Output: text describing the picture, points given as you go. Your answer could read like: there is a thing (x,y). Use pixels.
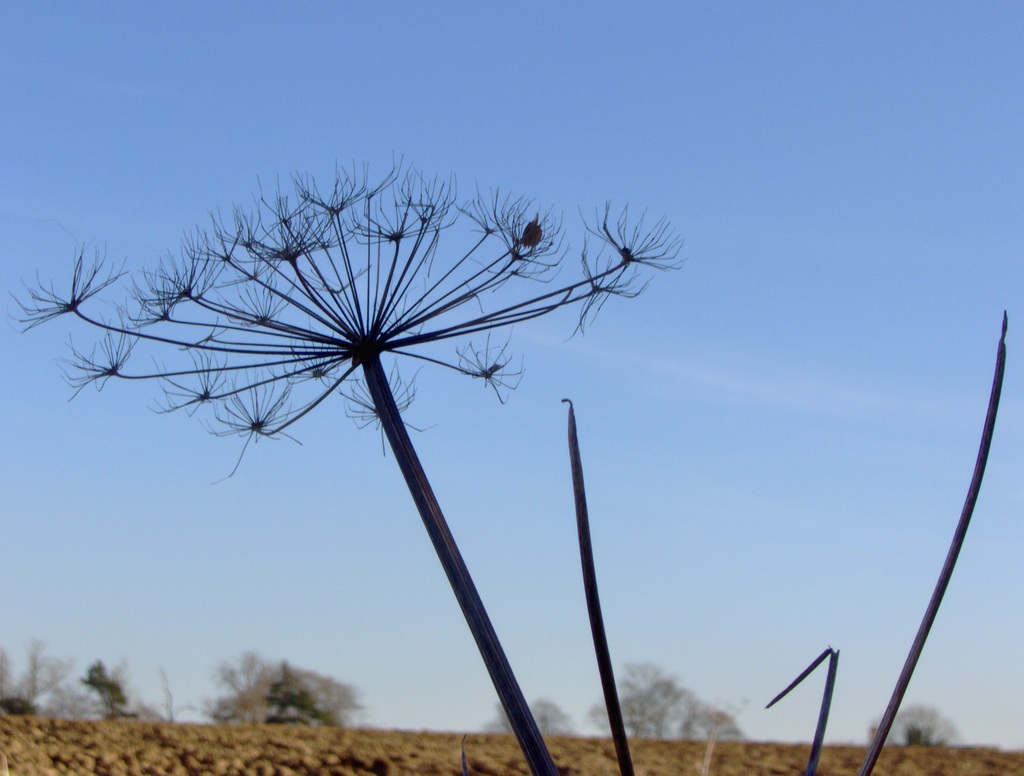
In this image I can see a plant (545,765) which is black in color, the ground (176,764) and few trees (270,685). In the background (893,513) I can see the sky (662,114).
